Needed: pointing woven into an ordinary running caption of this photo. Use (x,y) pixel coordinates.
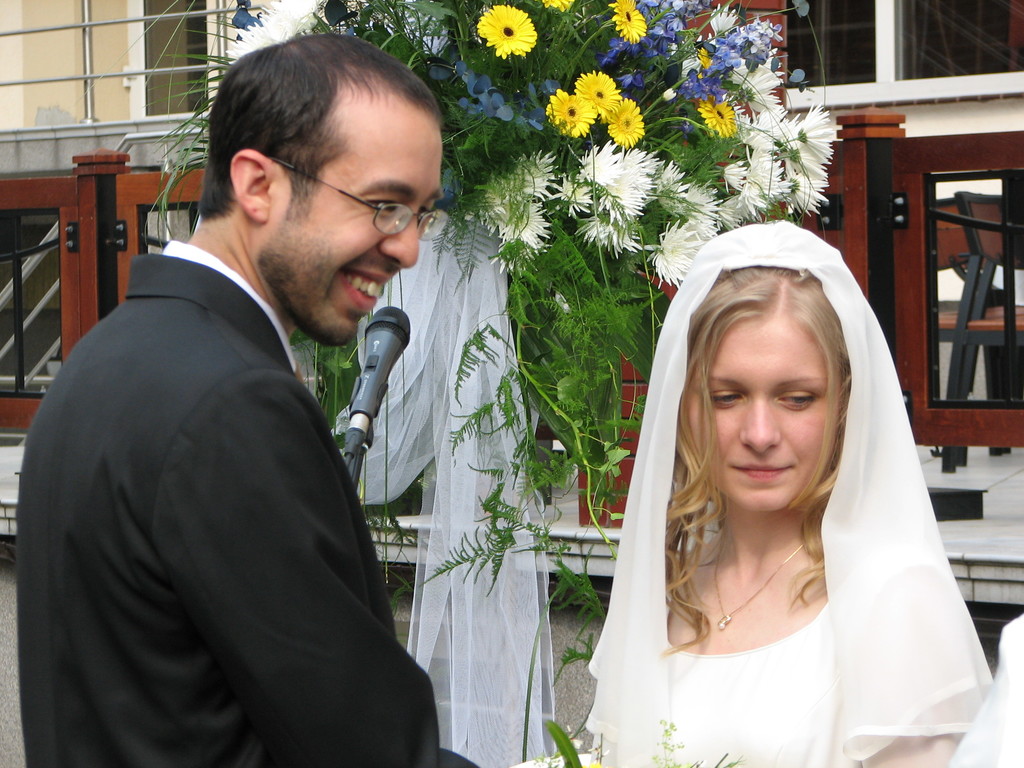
In this image I can see a man (349,212) who is wearing formal dress (69,758) and side to him I see a woman (720,420), who is wearing white color dress (645,764) and I see that the man (357,254) is smiling. Behind them I can see a mic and I can see the leaves (435,34) and the flowers (648,198). In the background (97,12) I can see a building (133,108) and a white color cloth (387,293).
